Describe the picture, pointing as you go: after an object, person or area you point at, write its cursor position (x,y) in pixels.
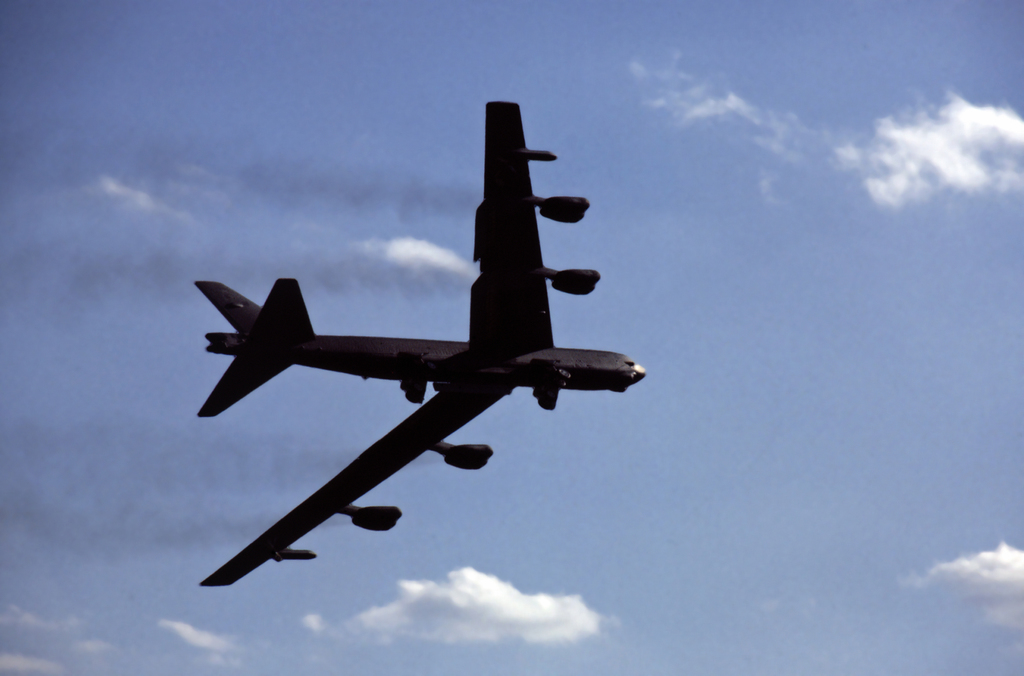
This is a picture of a airplane (505,179) in the air (687,354). Sky (871,352) is clear and there are some clouds (447,597). It is sunny.
